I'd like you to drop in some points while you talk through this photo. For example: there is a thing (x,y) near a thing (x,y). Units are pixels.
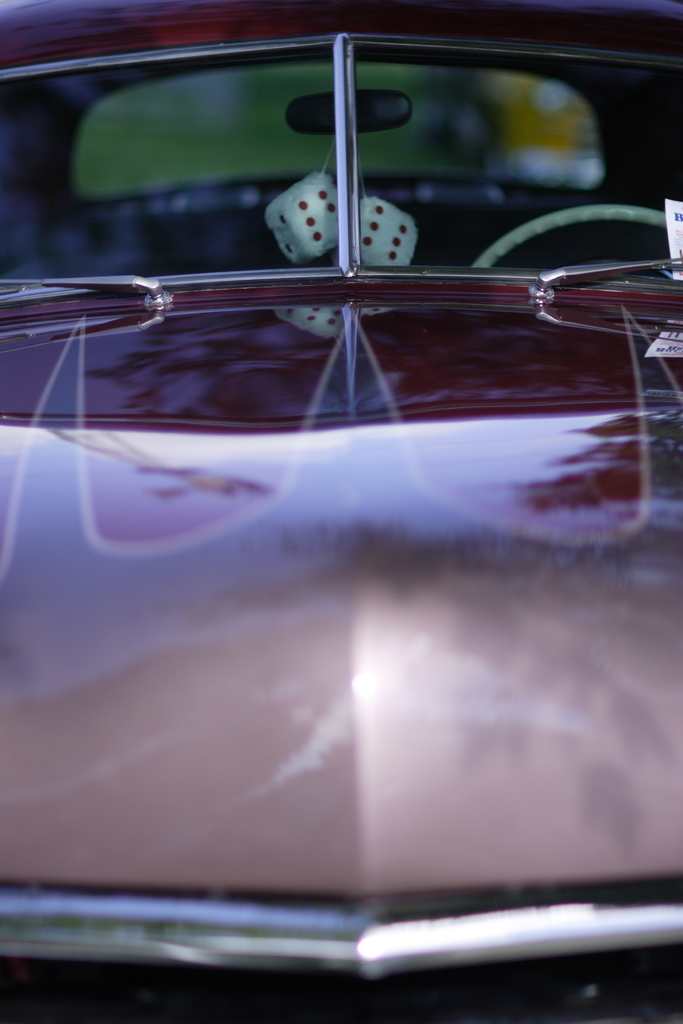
in this image i can see car (384,354) towards right (620,212) i can see steering (611,212) and also a mirror (368,94) and i can see two things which is hanging to the mirror (395,114) and the car (361,416) is in brown color.
